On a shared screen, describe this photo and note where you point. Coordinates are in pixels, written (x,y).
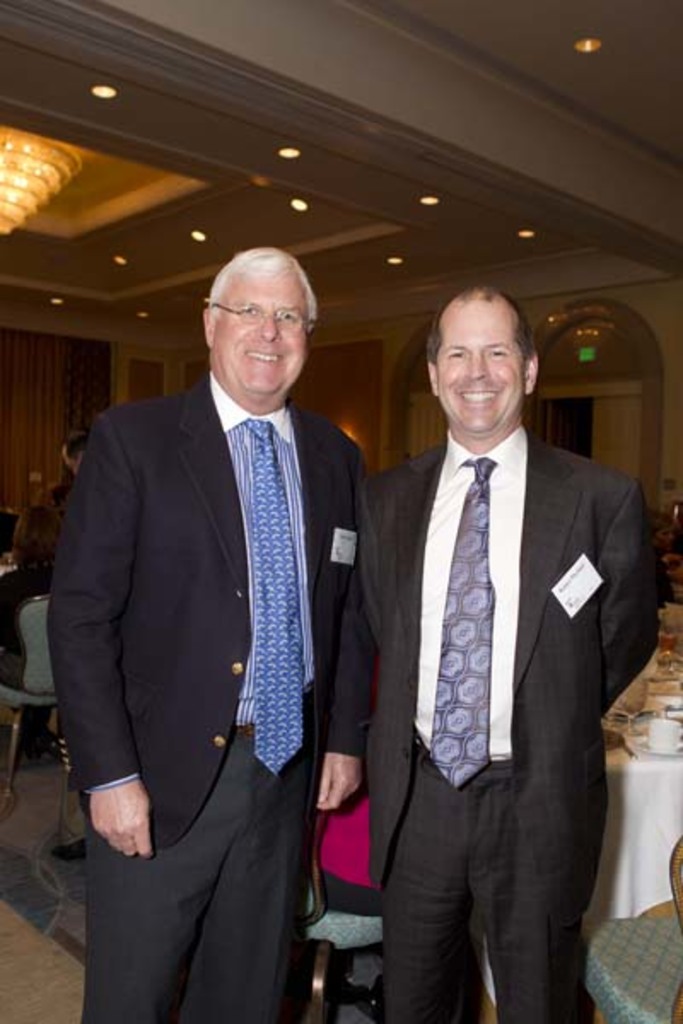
In this image, there are two men (375,479) standing and smiling. On the right side of the image (637,688), I can see a table (648,773) covered with a cloth (648,773) and few things (645,749) are placed on it. This looks like a chair (658,954). On the left side of the image (18,593), I can see a person (30,535) sitting in the chair (21,698). These are the ceiling lights (103,95), which are attached to the ceiling (578,115). I think this is a chandelier (24,195), which is hanging.
